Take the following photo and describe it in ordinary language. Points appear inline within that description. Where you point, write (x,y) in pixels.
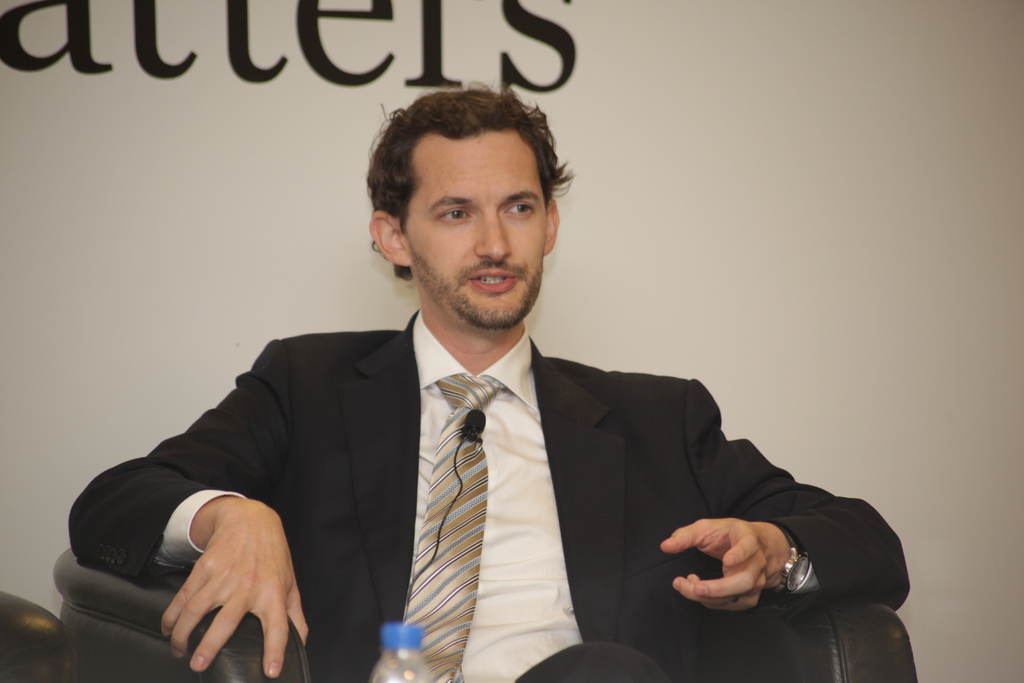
In this image a man (460,439) is sitting on a chair (718,638). A man (360,494) is wearing a tie (468,494), a watch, a white color shirt (499,413) and a black color coat (363,500). In the background (699,141) I can see a wall (776,137) on which something written on it. I can also see a bottle (394,657) over here.
